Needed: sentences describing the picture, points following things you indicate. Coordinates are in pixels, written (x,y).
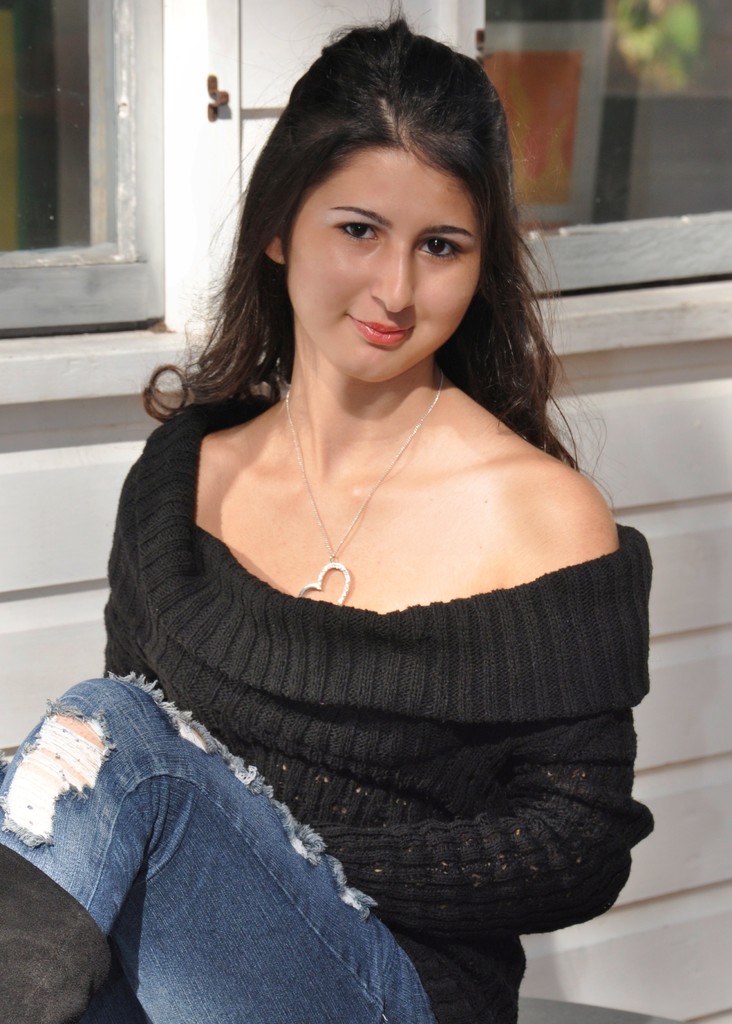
In this image there is a lady (394,482), she is wearing black color top (394,733) and blue color jeans (141,829), in the back ground (181,31) there is a white wall (642,307) and there are glasses (644,179).
